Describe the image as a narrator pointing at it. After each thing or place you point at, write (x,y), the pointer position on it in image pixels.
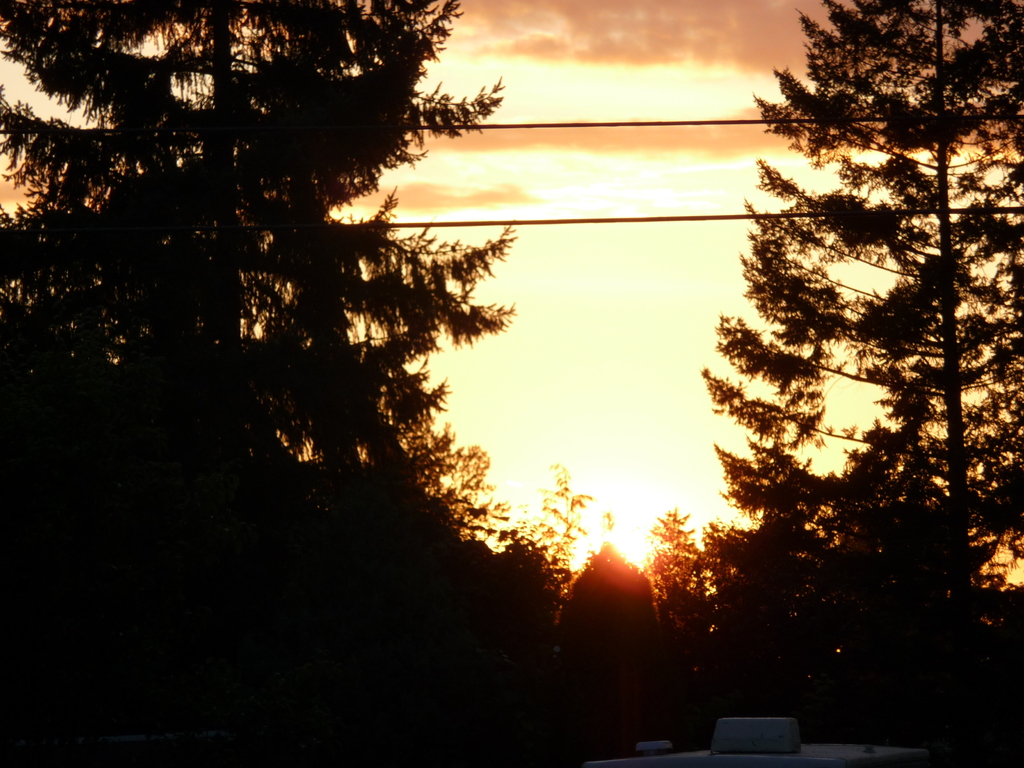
In this picture I can see trees (386,497) and wires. In the background (562,377) I can see sky (629,378) and sun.
